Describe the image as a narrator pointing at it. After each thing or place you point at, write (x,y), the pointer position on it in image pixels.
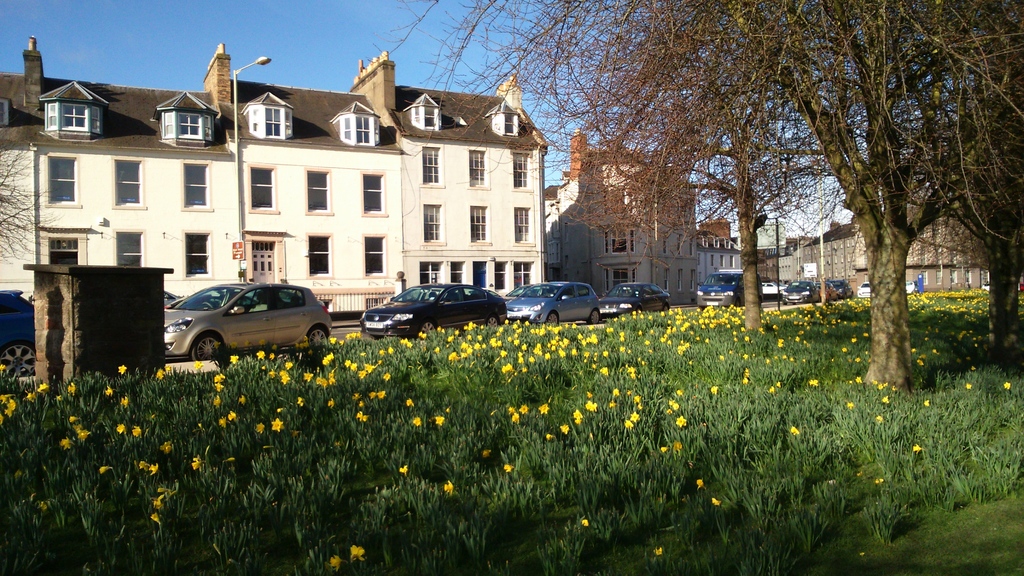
In this picture we can see a few flowers (136,430), plants (731,394) and some grass (689,554) on the ground (161,514). There are trees (633,99) on the right side (953,124). We can see a few vehicles (708,281) on the road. There is a street light (237,78), pole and a few buildings (480,171) in the background (494,172).
